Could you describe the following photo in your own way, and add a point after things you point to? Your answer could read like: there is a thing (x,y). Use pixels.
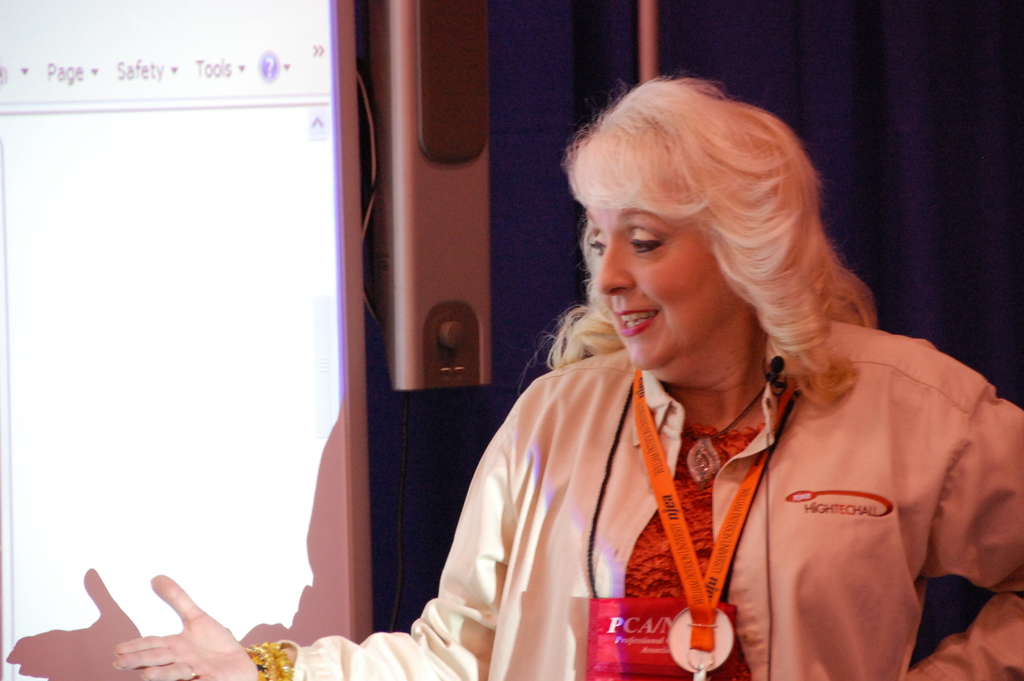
In this image I can see the person (572,503) wearing the dress (607,525) and identification card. In the background (464,270) I can see the blue color cloth (912,156), speakers (432,233) and the screen (105,282).
